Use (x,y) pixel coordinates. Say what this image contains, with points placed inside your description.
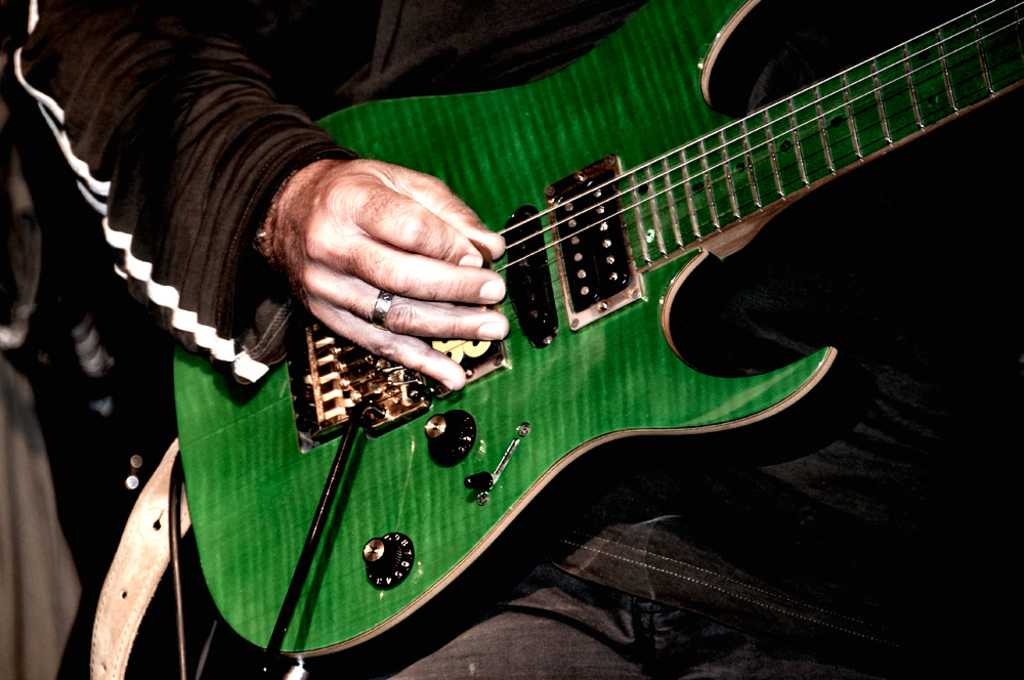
In this picture the man (618,630) is playing a guitar (561,299).
